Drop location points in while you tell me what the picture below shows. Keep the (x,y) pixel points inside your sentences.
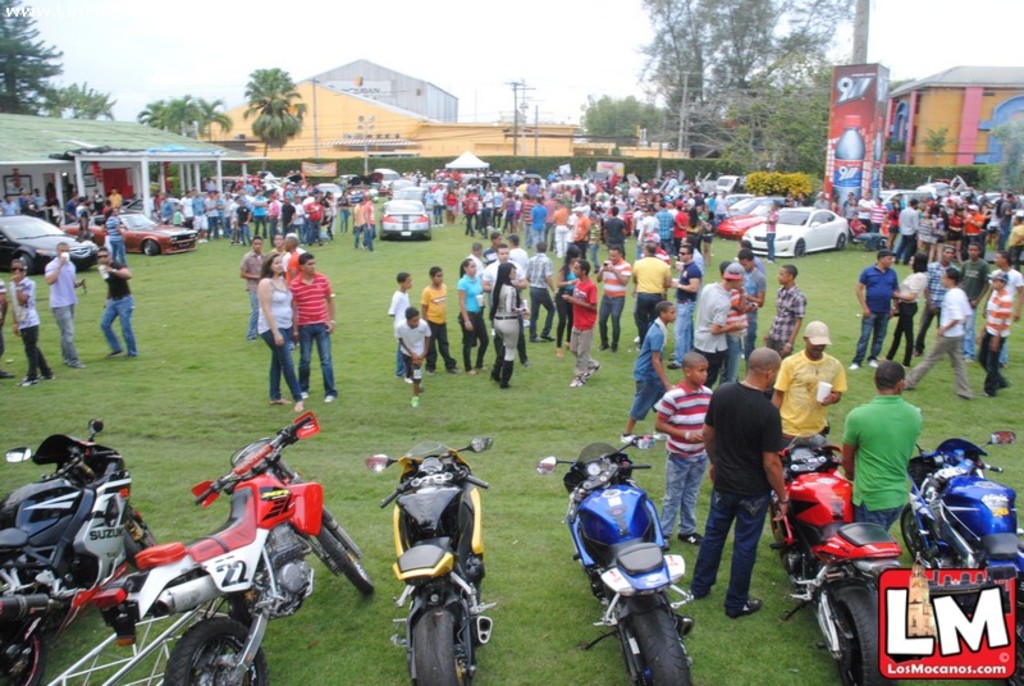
In the foreground (220,426) I can see the motorcycles (130,623) parked on the green grass (381,515). I can see a group of people (468,197). I can see a few of them are standing on the green grass (214,261) and a few of them are walking on the grass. I can see the cars (763,206). In the background (494,131), I can see the shed housing constructions (450,132). I can see the trees (8,99) on the left side (3,81) and the right side (757,91) as well.
